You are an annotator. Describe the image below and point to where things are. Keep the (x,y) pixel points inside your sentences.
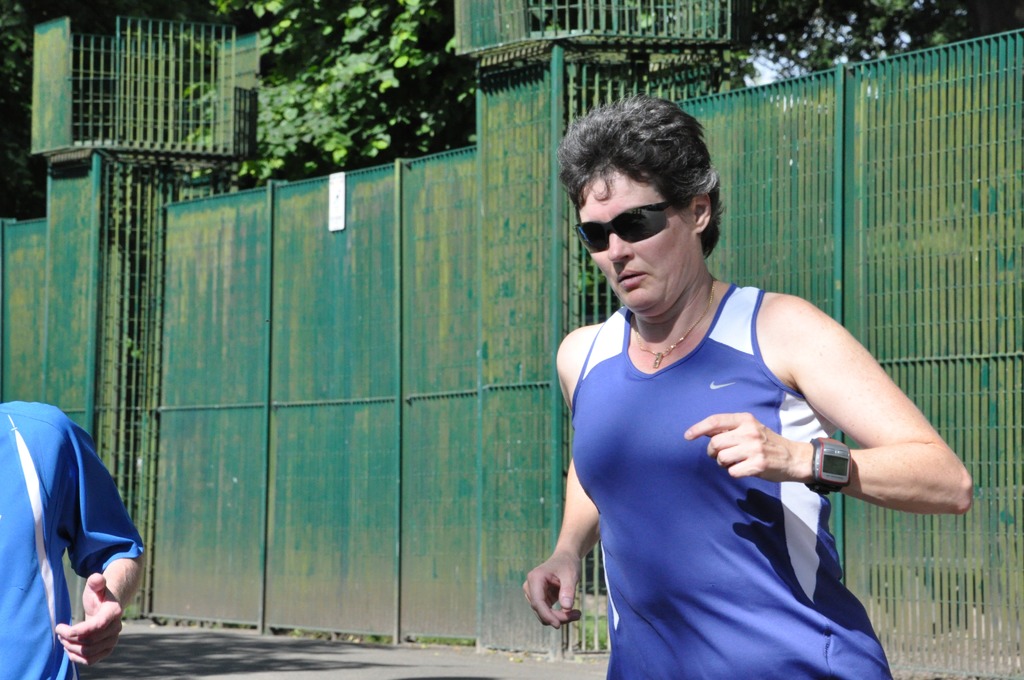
In this image we can see a lady (651,366) wearing goggles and watch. Also there is another person (111,524). In the back (348,348) there is a fencing (456,228). Also there are trees (833,11).
